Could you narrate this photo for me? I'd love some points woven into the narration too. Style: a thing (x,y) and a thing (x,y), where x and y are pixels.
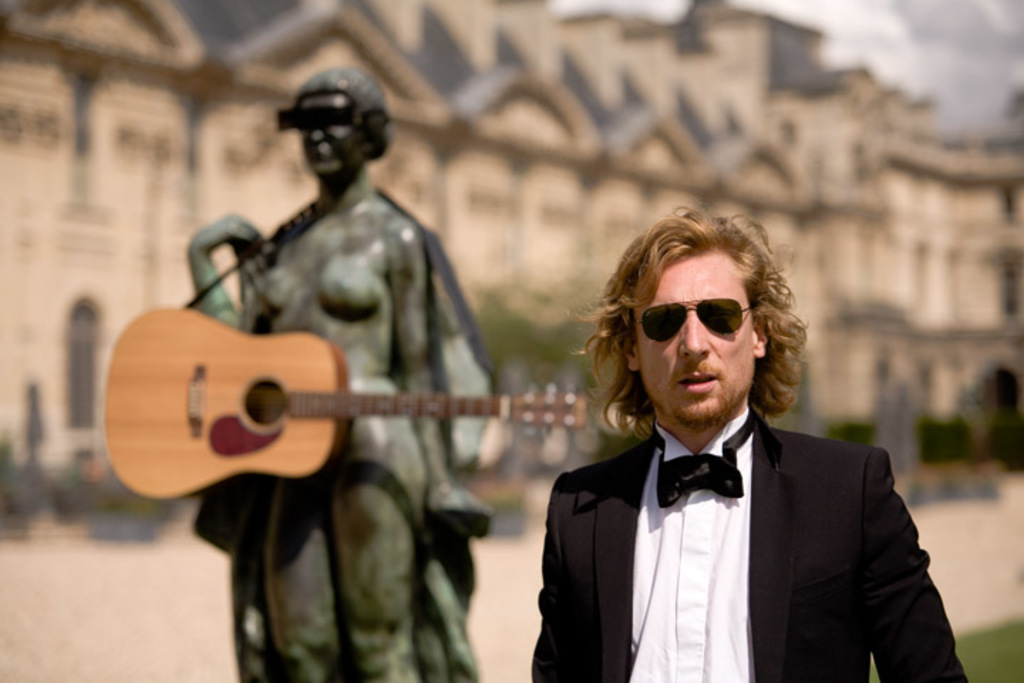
In this picture we can see a man (692,538) wore blazer (769,546), goggle (680,328) and beside to him a statue (334,214) which is holding guitar (263,403) and in background (639,54) we can see building (569,161), trees (504,348) and it is blur.
